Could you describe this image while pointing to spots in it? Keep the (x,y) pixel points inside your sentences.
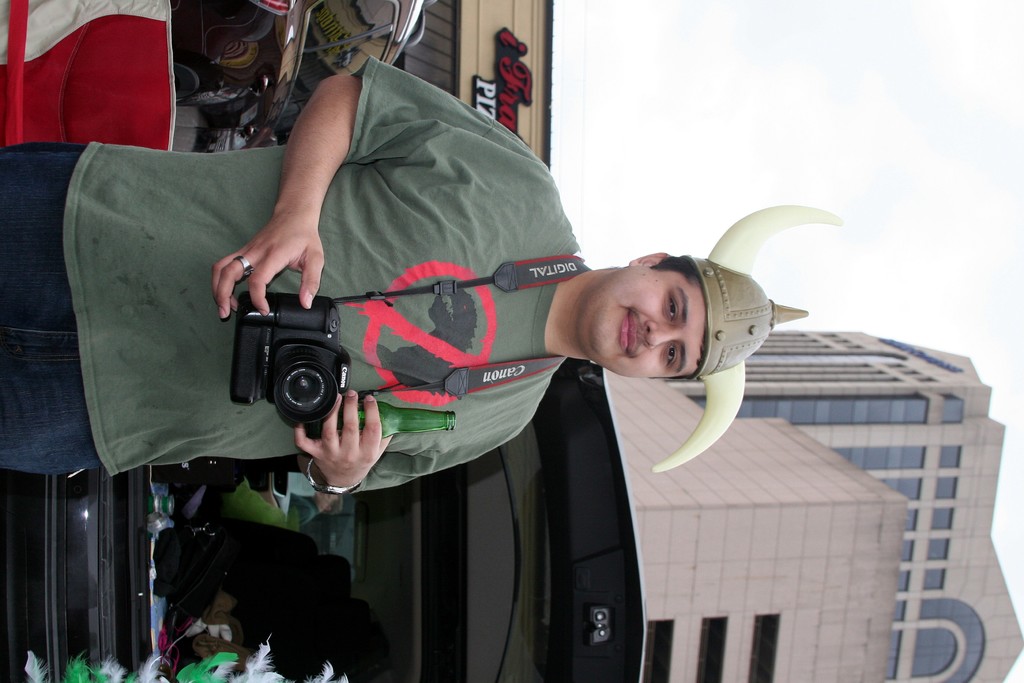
This is a tilted image on the left side (129,221) there is a person (207,158), on the right side (817,367) there is a building (645,453) on the top right (969,164) there is the sky (837,185).
